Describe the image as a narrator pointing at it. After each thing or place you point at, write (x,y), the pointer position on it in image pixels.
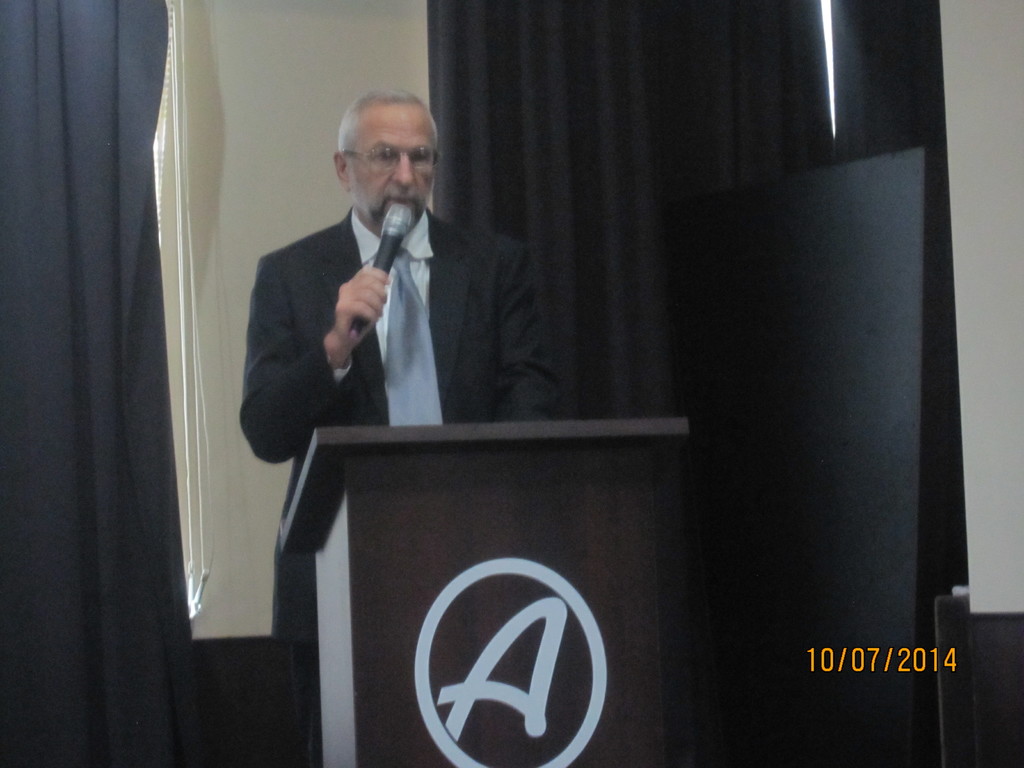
This Picture describe about a person (514,344) who is wearing black coat (464,363) and grey tie (398,354) standing and delivering the speech near the desk (432,661) and holding a microphone (392,222) in hand (373,315), Behind we can see the black curtains (92,167).
